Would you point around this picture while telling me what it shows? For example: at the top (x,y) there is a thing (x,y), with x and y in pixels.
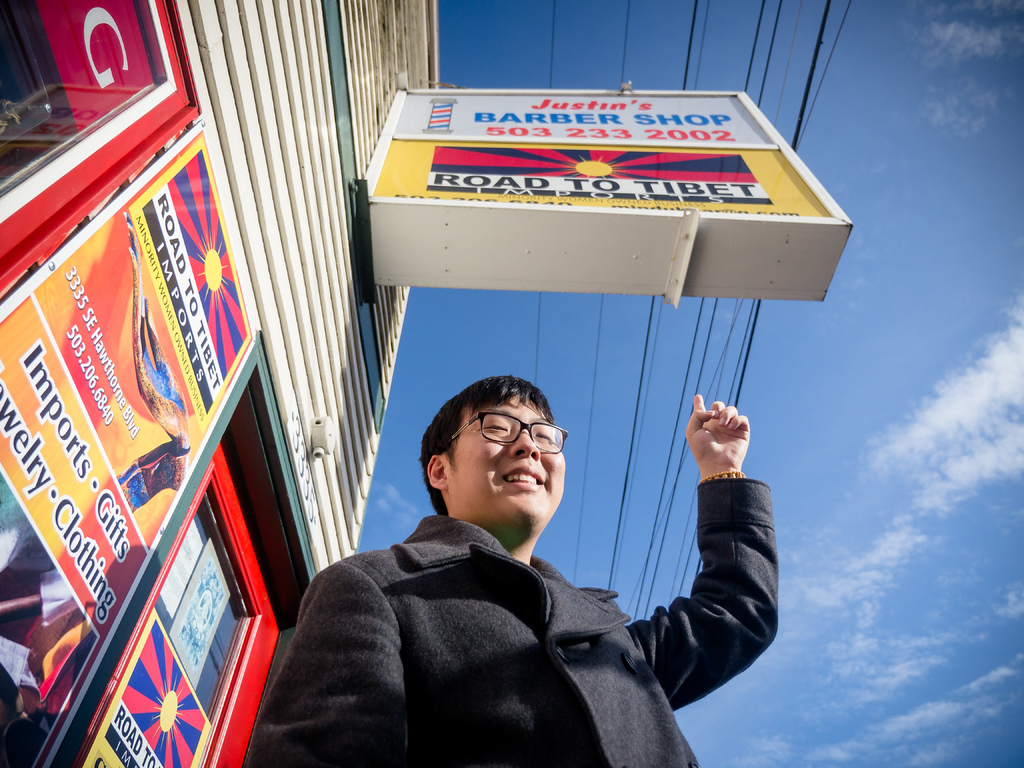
In this picture there is a man (489,602) who is wearing spectacle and jacket (565,656). On the left (65,170) I can see the building (277,174). In the bottom left (80,579) I can see some posters (98,573) were placed on the glass partition (170,634) and door (166,647). At the top (443,252) I can see the advertisement board (735,205) and electric wires (802,106). On the right (819,349) I can see the sky (778,365) and clouds (973,437).
